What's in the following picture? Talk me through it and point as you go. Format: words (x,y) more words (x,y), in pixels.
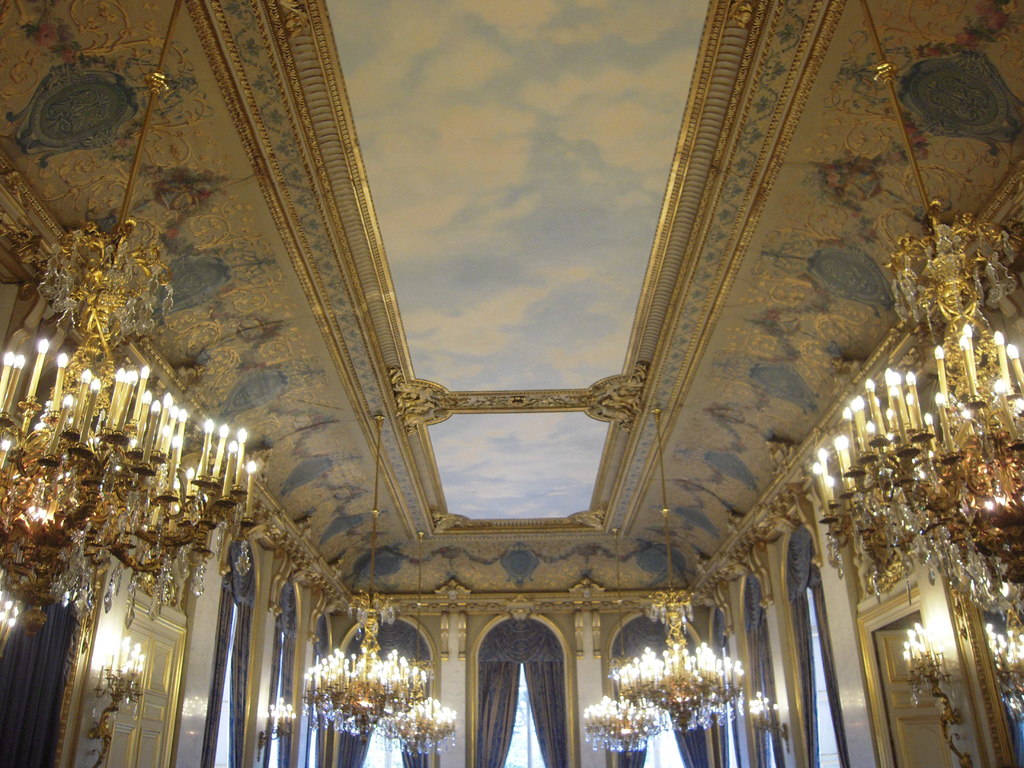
The image is taken inside the building (458,556). In the center of the image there are doors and curtains (244,628). At the top (550,233) there is a roof (518,368) and we can see chandeliers (378,627).
